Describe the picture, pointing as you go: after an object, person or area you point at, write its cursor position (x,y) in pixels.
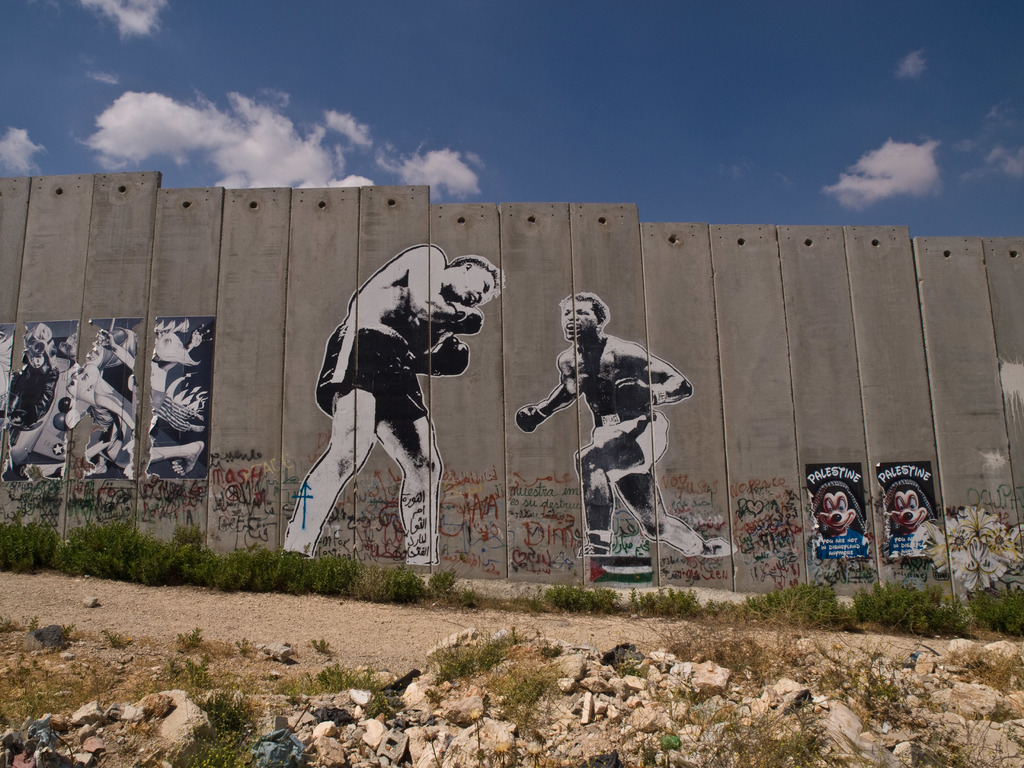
In this picture we can see a concrete boundary wall (430,413) with two boxer painting (396,425) made on it. In the front (703,706) there are some rocks (497,733) on the ground (364,733). On the top (407,129) there is a sky (385,141) and clouds (358,184).
